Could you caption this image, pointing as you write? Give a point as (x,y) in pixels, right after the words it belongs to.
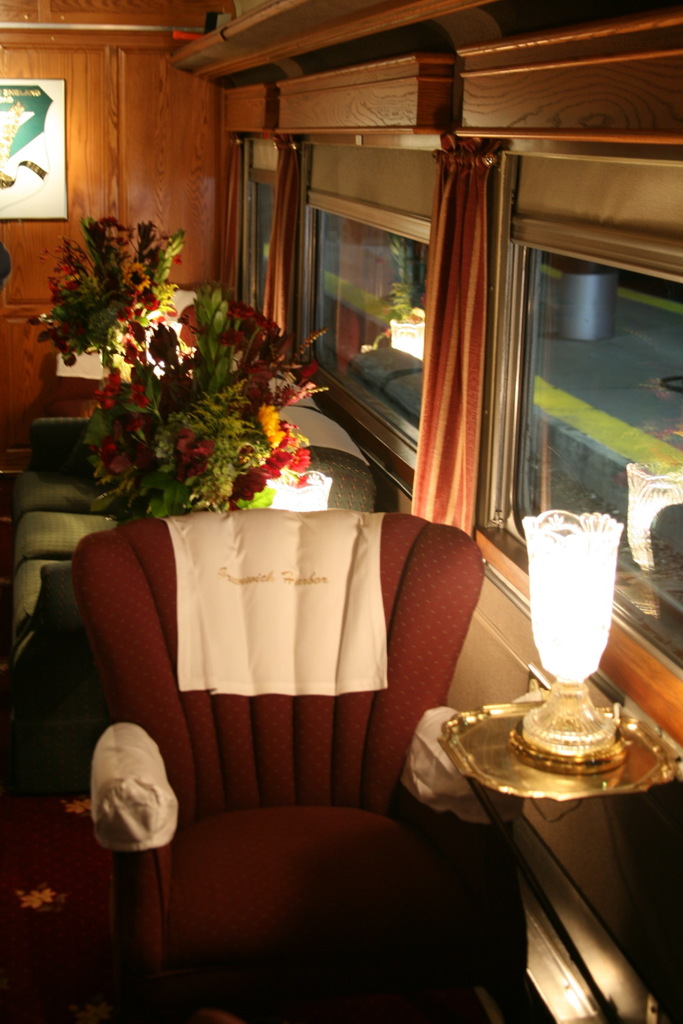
In the foreground of the image (295,690) we can see a chair (294,694), lamp (587,676) placed on the surface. In the center of the image (308,452) we can see the sofa (327,469), a group of flowers (236,430) and leaves (195,383). To the right side of the image (583,399) we can see windows (502,322), curtains (447,167). In the background (55,157), we can see a photo frame (38,166) on the wall (60,60), group of lights (312,504) and pathway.
